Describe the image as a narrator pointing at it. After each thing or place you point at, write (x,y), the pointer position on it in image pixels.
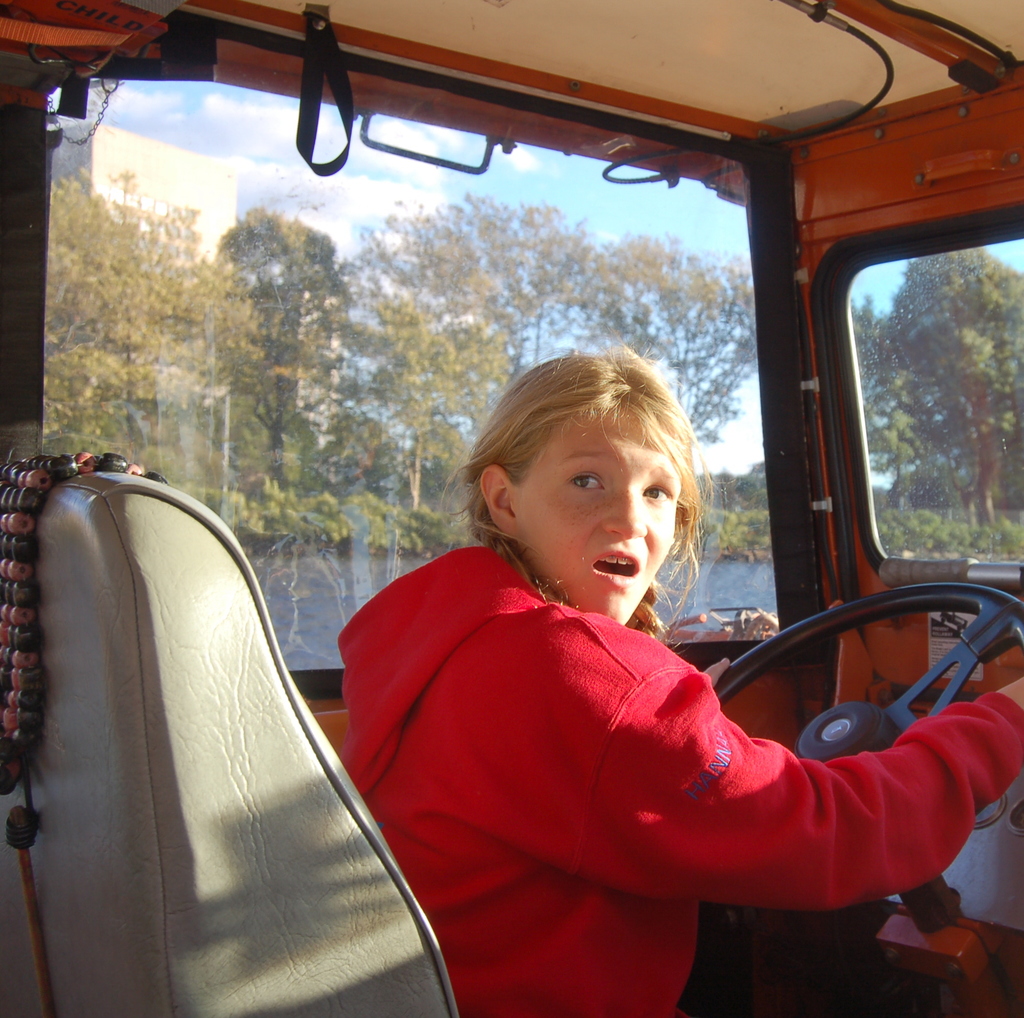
In this picture I can see there is a girl (696,677) driving a truck (797,714) and she is looking at the right side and there is a glass window (217,512) and there are trees (365,332) and the sky (723,235) has clouds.
